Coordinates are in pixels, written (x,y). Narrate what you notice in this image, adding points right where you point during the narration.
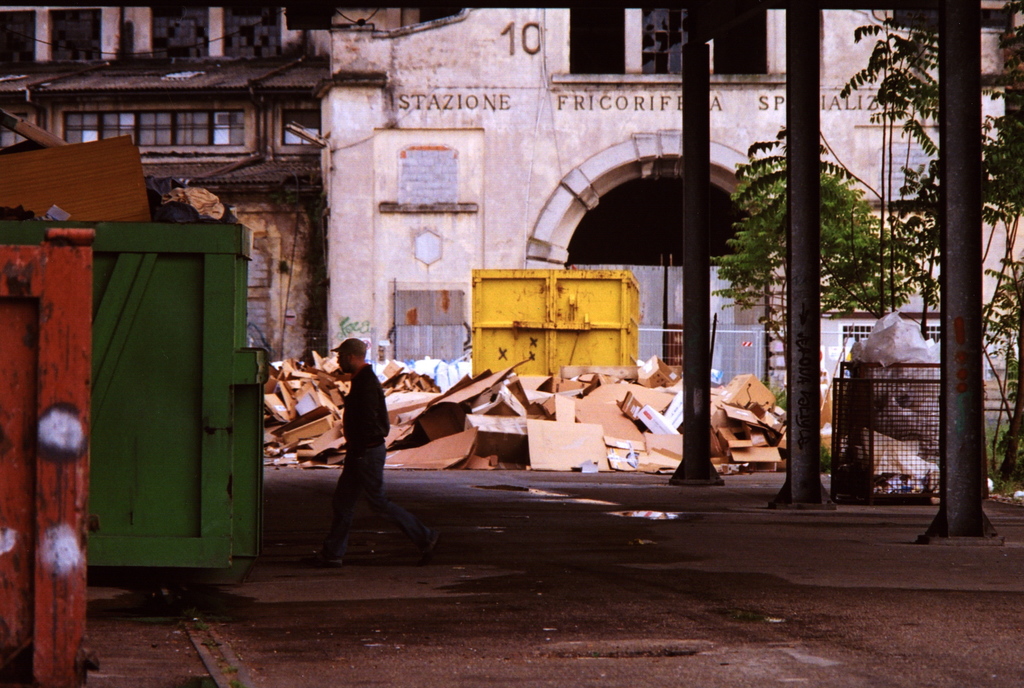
This is an outside view. At the bottom of the image (525,622) I can see the road (326,620). On the left side (138,239) there is a green color truck (157,435). It is looking like a dustbin (204,411). On the right side (968,261), I can see few trees (916,222) and poles (961,260). In the background (486,149) there is a building (416,156). In front of this building (534,187) there are some sheets (645,387) and a metal box (551,317) placed on the ground (505,490). On the road (447,518) I can see a person (360,487) walking towards left side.
